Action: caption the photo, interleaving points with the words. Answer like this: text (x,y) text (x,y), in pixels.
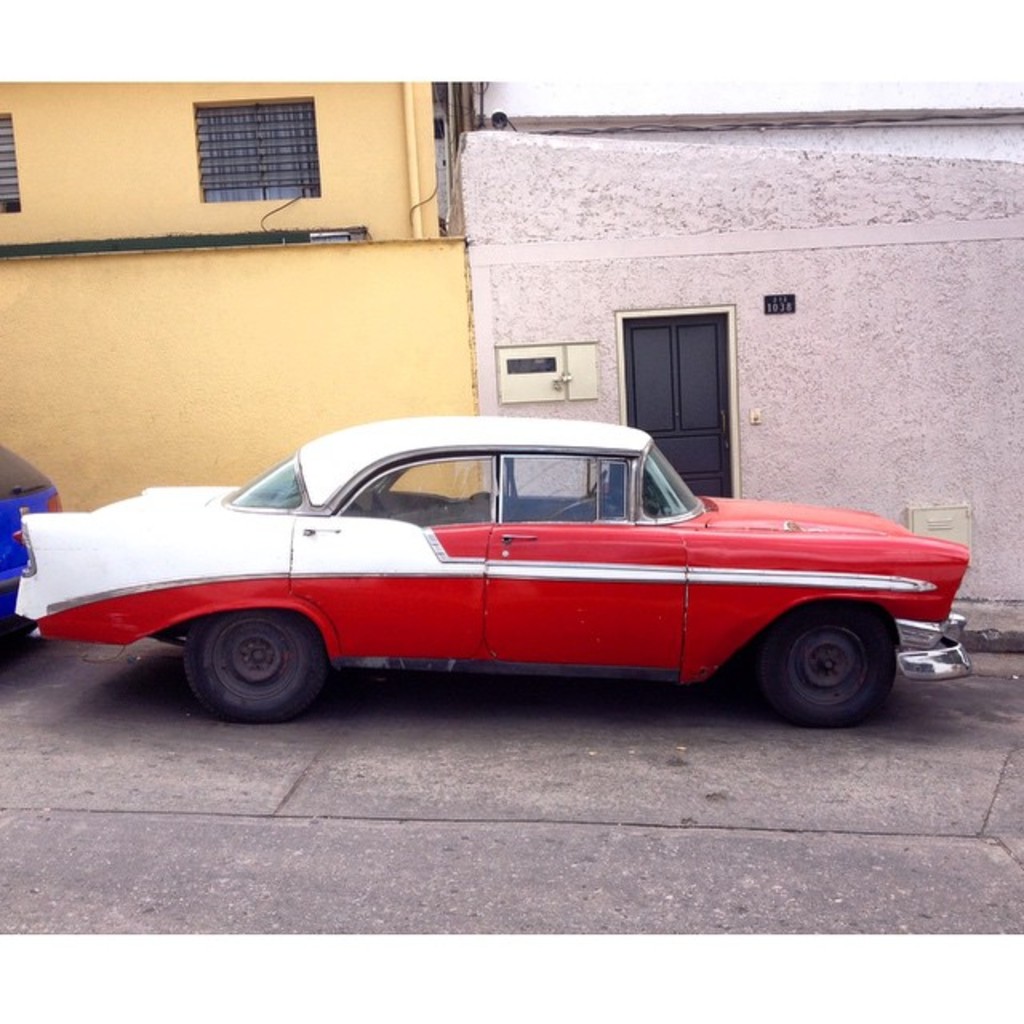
In the center of the image (613,641) we can see a car (546,502). In the background of the image (309,361) we can see the buildings (380,251), windows (10,176), wall (390,341), boards (537,360), door (690,359), switch board (556,360). On the left side of the image (4,541) we can see a vehicle (11,569). At the bottom of the image (455,821) we can see the road (425,821).
